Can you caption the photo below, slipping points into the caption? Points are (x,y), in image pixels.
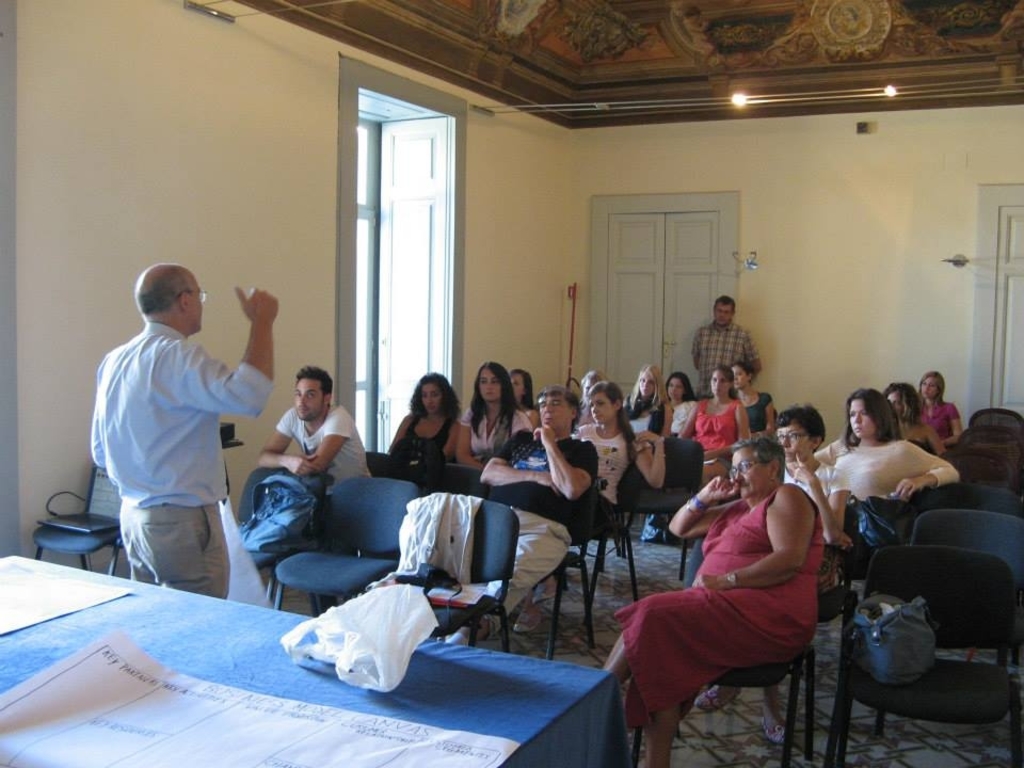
There is a group of people (514,388). They are sitting on a chair (494,553). Two persons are standing. We can see in background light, window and door (614,330).
